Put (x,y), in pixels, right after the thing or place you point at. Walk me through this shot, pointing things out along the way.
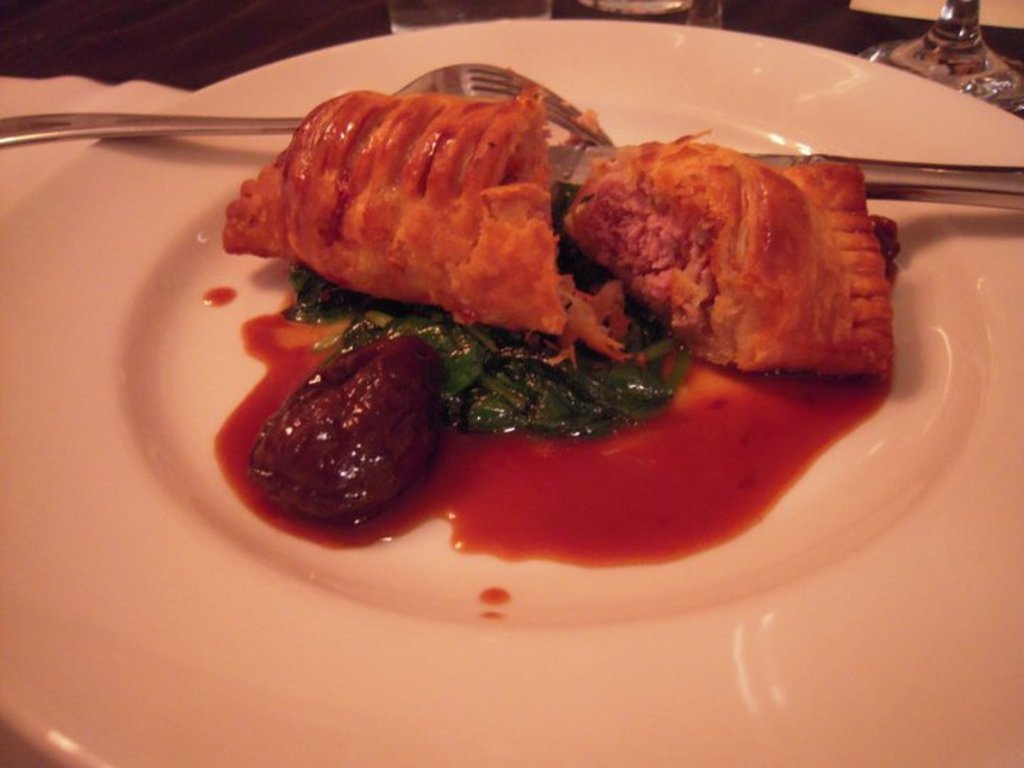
In this image there is a table (181,54) and we can see a plate (809,536), food (479,490), fork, knife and glasses (653,9) placed on the table (142,59).
